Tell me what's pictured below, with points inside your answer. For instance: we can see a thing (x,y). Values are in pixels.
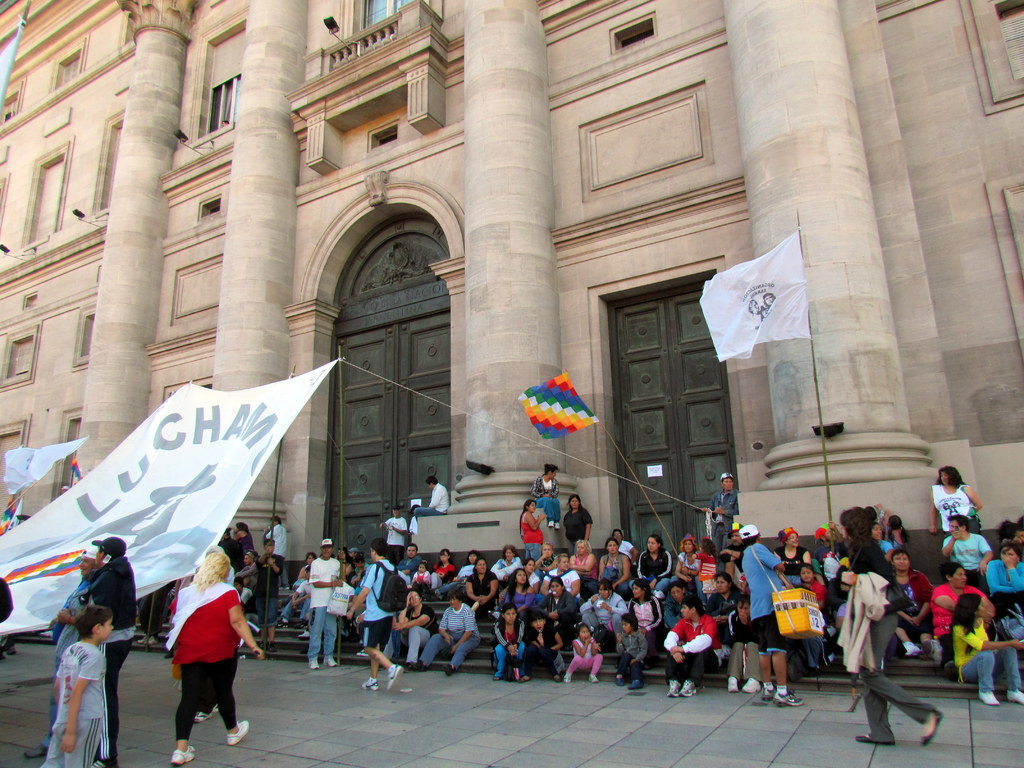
There are many people (463,590) sitting on steps (835,674). Some people (90,686) are walking. Also there are flags (569,420). Also there is a banner (180,457). In the back (294,148) there is a building (444,137) with doors (717,378) and pillars (776,354).
